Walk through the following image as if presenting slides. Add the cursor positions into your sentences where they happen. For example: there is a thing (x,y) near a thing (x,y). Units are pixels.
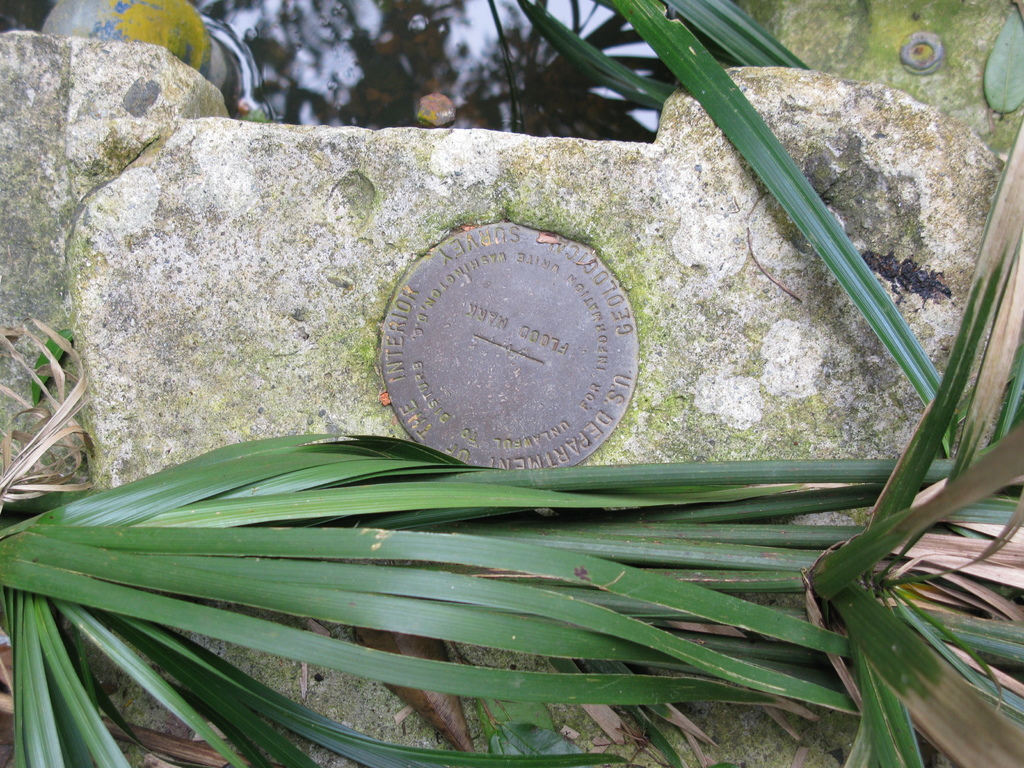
In this picture we can see a rock (380,318) and few leaves (643,97).
